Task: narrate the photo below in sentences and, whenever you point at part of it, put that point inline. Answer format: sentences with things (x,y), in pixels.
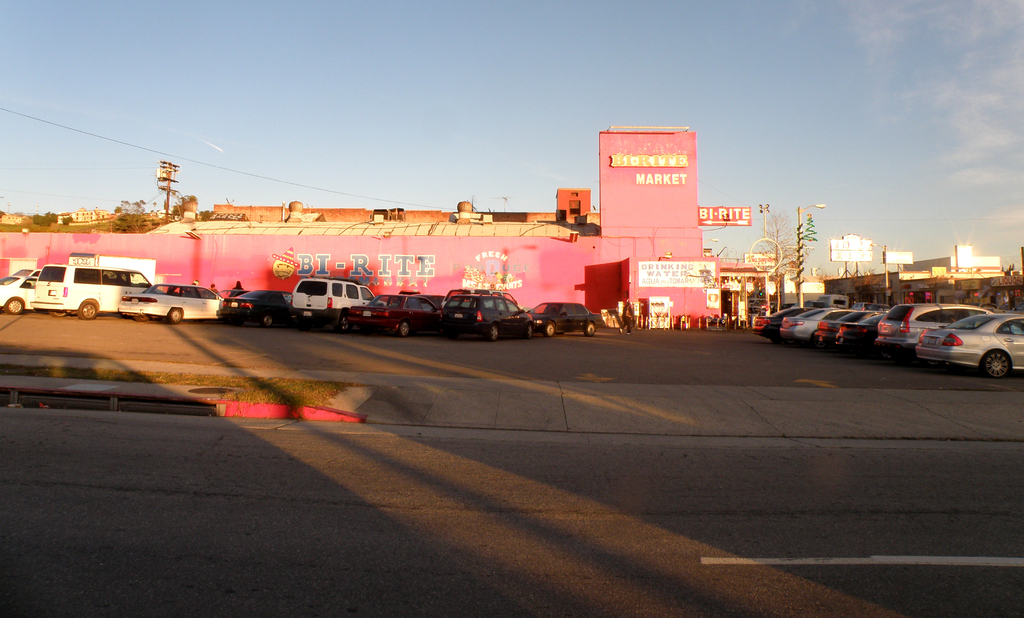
In this image there is a building (544,244) in the middle (386,235). In front of the building (401,276) there are so many cars (204,299) which are parked on the floor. At the top (274,46) there is the sky (274,46). On the right side (860,244) there are hoardings (843,245) in the background (858,245). On the left side (167,171) there is a transformer (167,171).
